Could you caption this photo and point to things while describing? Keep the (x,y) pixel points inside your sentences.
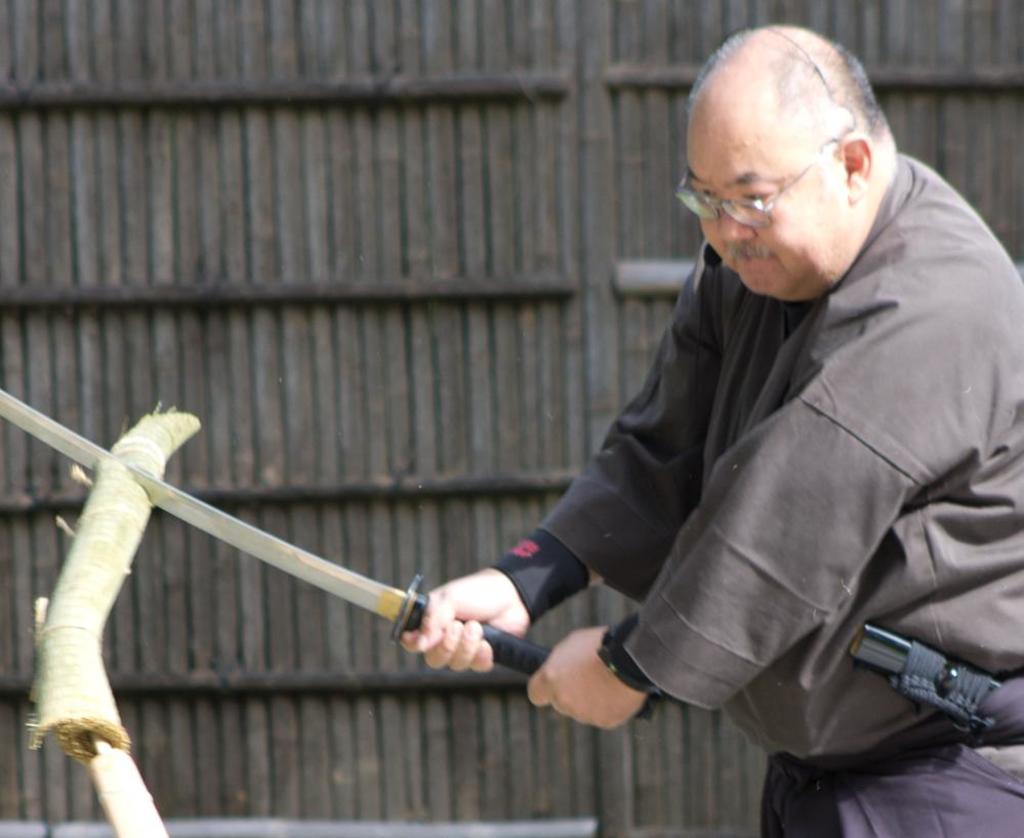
In this image there is a person (607,503) cutting wood (109,564) with help of sword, beside him there is a wooden wall (45,454).
